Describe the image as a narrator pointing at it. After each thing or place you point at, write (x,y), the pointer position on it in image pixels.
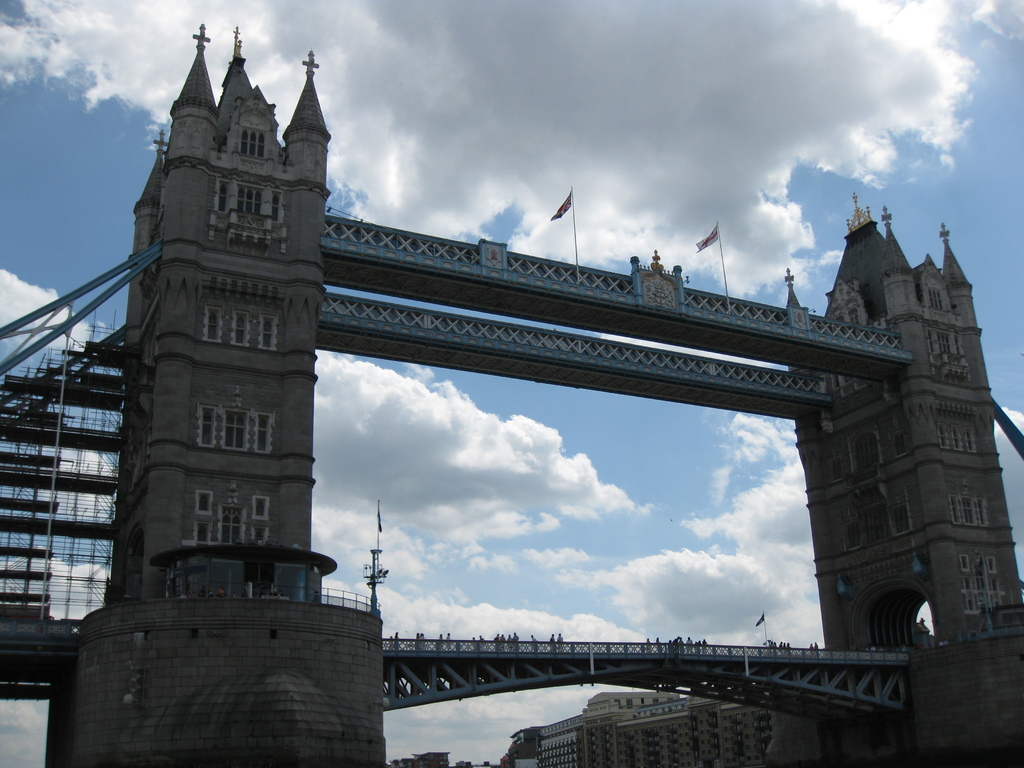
In this image I can see the bridge (584,351) and there are flags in the top (575,243). I can see few people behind the railing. In the background (542,702) I can see the building (600,724), clouds (567,509) and the blue sky (66,198).
